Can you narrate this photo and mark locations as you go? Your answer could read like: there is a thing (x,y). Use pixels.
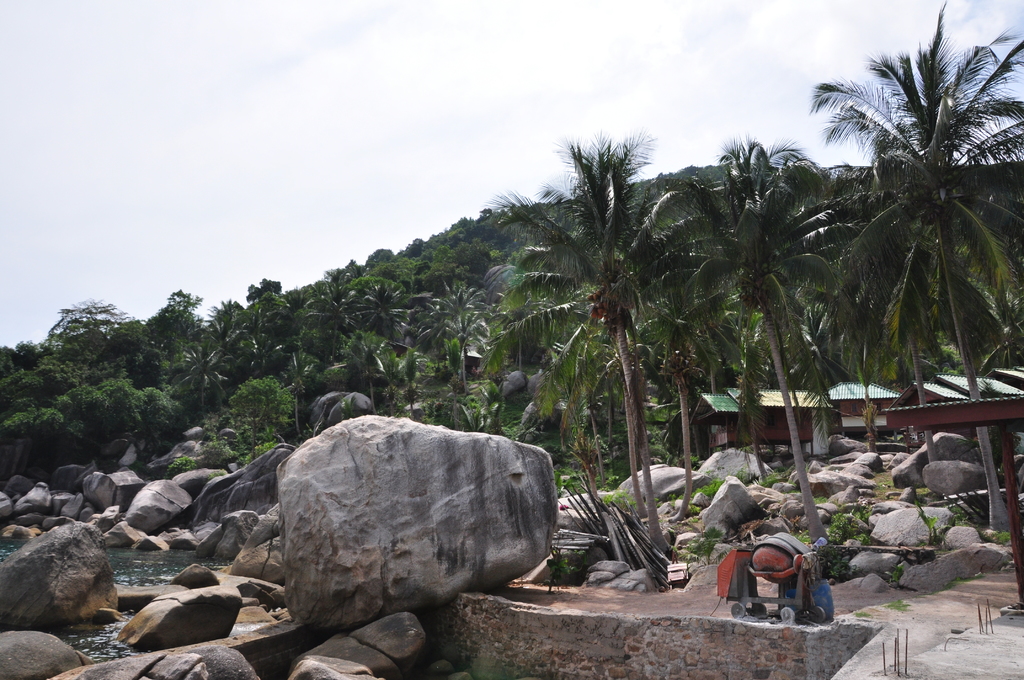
In the image we can see there are many rocks (312,527), there are the trees (682,302), house (858,385), water (151,558), object (780,596) and a sky (448,74).
